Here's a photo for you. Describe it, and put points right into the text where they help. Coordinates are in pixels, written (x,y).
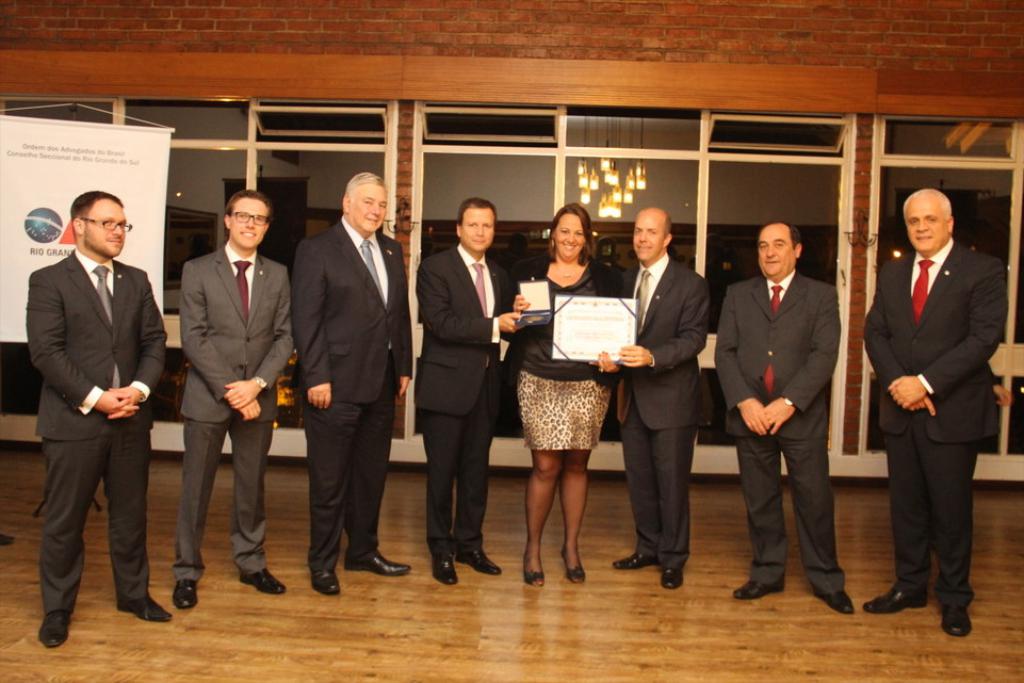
This image is taken indoors. At the bottom of the image (182,612) there is a floor (463,624). At the top of the image (575,40) there is a wall (137,25). In the background (335,176) there are a few glass doors (653,175) and there is a board (36,200) with a text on it. In the middle of the image (499,359) seven men (321,310) and a woman (562,369) are standing on the floor (497,554). They are with smiling faces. Two men (493,288) and a woman (545,414) are holding two objects (540,306) in their hands (517,297).
